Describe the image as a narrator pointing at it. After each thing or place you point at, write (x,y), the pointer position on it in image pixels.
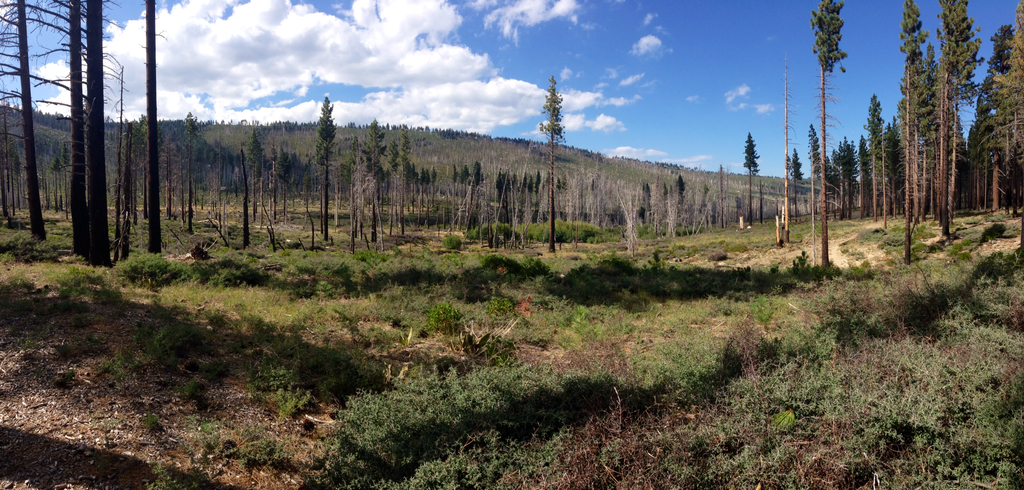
In this picture we can see grass (715,352) on the ground (715,352) and in the background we can see trees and sky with clouds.
